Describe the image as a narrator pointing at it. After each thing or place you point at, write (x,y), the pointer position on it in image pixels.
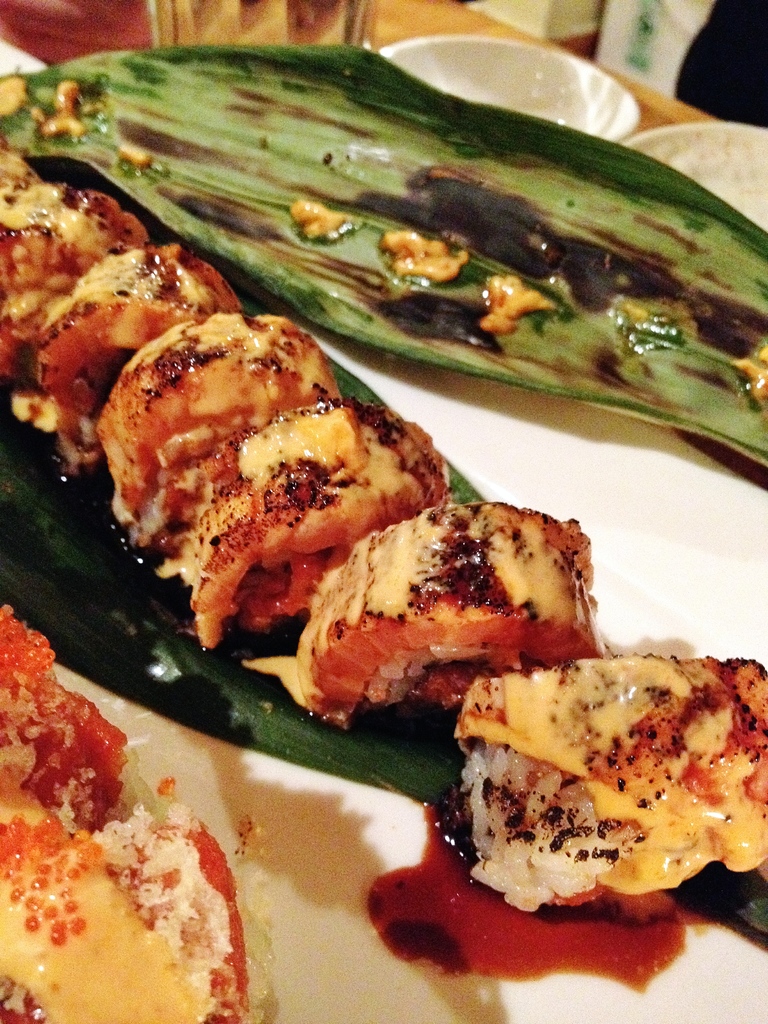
In this picture we can see food items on a plate (541,489), beside this plate (435,409) we can see a glass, bowls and these all are placed on a platform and in the background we can see some objects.
